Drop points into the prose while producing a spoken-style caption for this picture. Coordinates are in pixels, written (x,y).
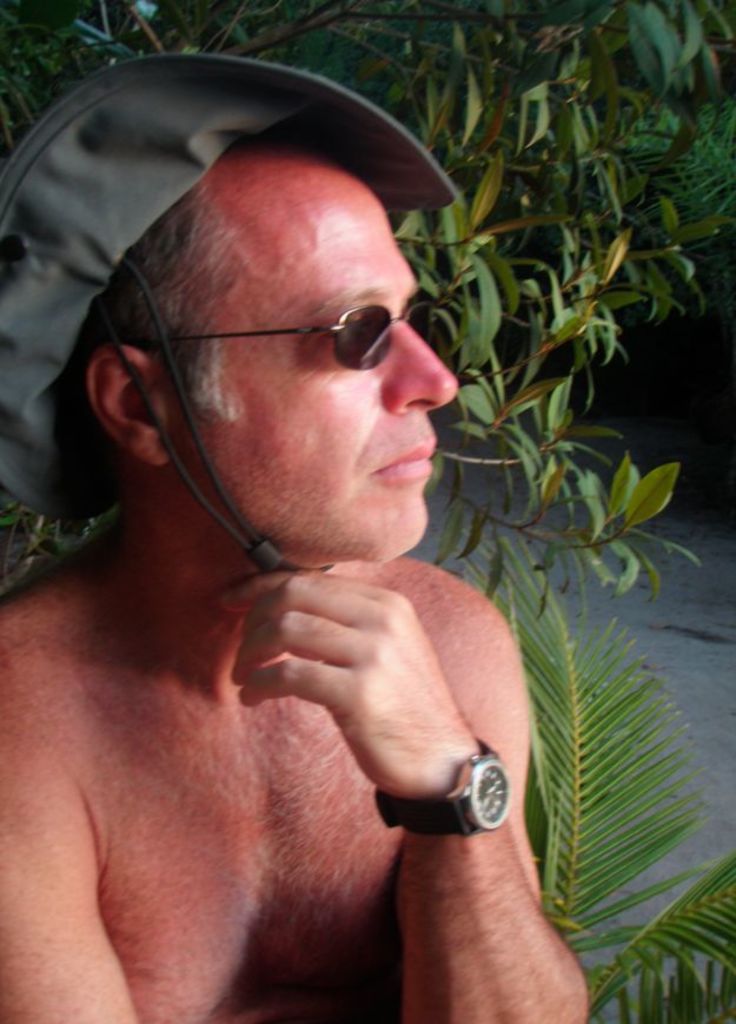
In this image I can see the person (312,729) wearing the watch (423,816), goggles (361,360) and also hat (145,150). In the back (507,274) I can see the trees (514,285) which are in green color.
